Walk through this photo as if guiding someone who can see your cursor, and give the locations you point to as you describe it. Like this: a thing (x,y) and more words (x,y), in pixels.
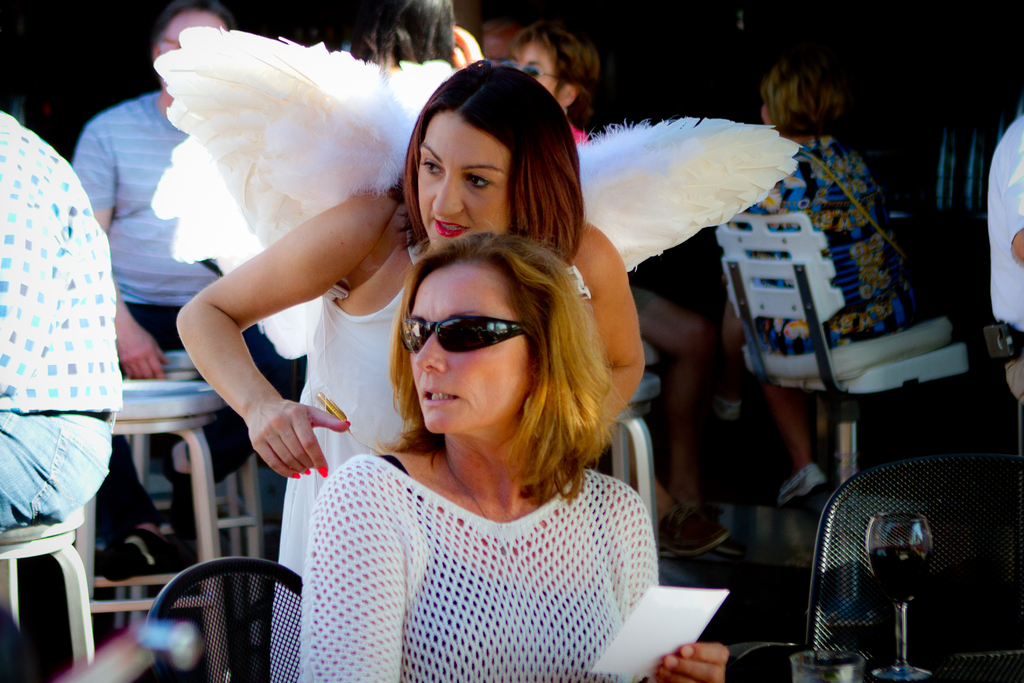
In this image we can see two women (467,338). One woman (442,529) is sitting, she is wearing a white color top (470,615) and holding a white color paper (661,616) in her hand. Behind her, the other woman (356,376) is standing. She is wearing a white color costume (384,324). In the background (155,271), we can see people (45,254) are sitting on chairs (860,362) and stools (146,403). There is a chair (874,594), glasses (906,557) and juice (884,573) in the right bottom of the image (929,622).
